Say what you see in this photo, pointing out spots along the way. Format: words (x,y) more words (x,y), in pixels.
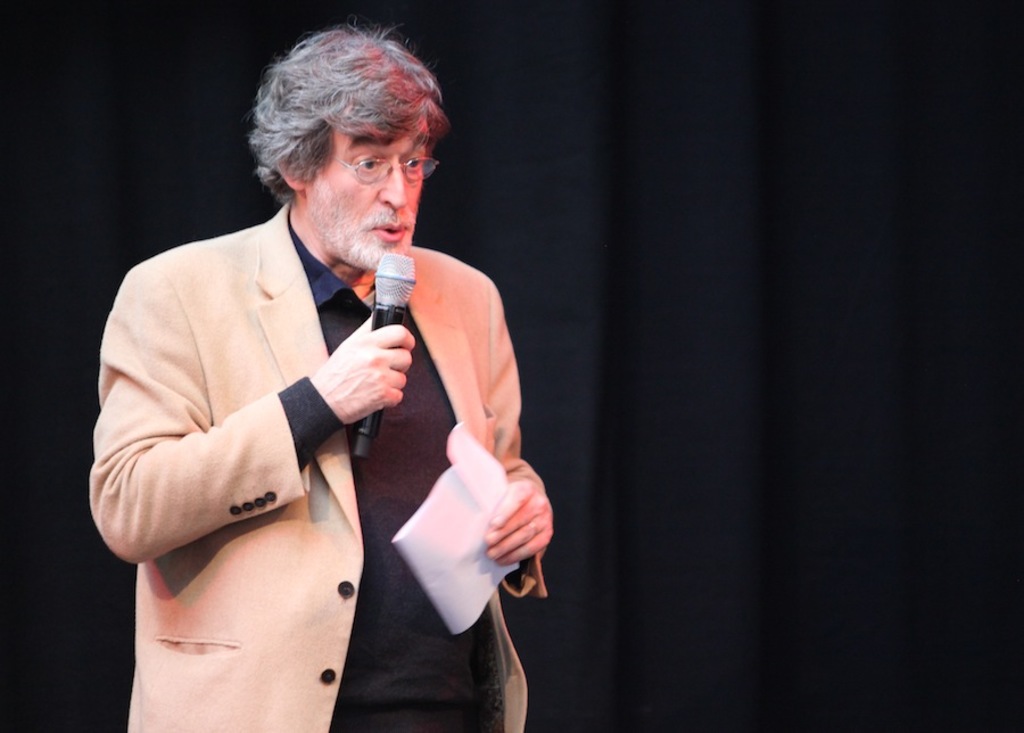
In this image I can see a man (146,724) is standing and holding a mic (404,268). I can also see he is wearing a specs (363,172).
